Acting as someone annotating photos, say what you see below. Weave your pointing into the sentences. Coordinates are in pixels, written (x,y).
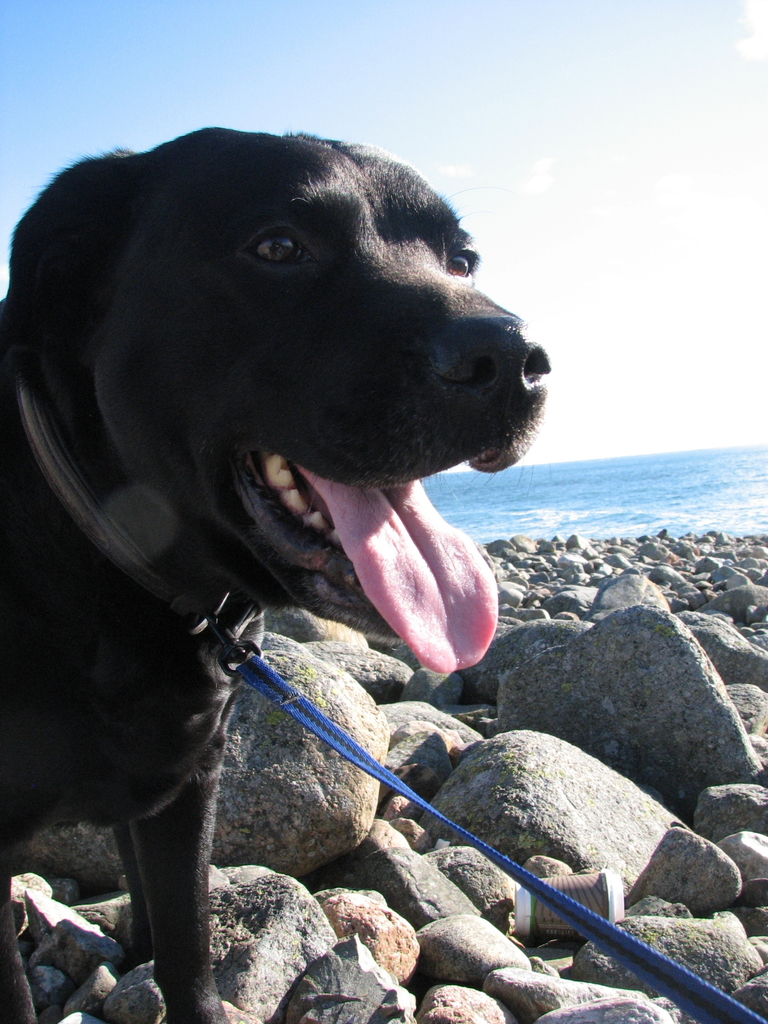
In this image we can see a dog (226,579) with the belt (226,627). We can also see the stones (610,664), water (686,503) and also the glass (569,889). In the background (538,161) we can see the sky (586,263).
